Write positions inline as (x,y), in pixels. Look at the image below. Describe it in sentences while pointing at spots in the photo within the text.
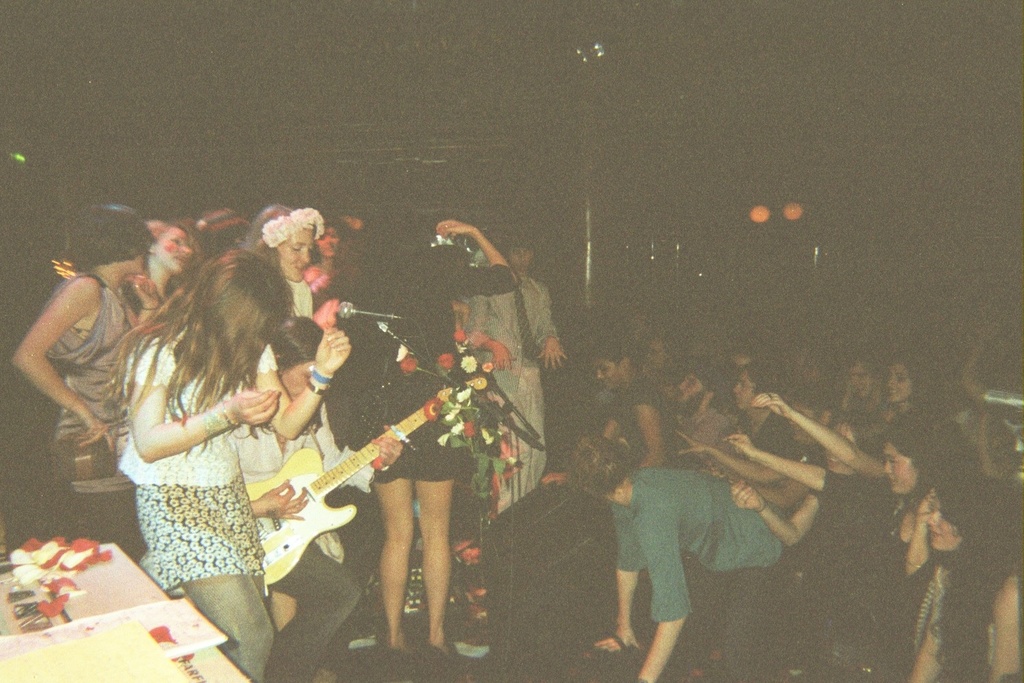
In this image we can see some group of people (480,306) standing on the stage (452,588) and performing something, there are some group of people (655,381) in front of the stage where they are cheering for the people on the stage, here this woman (264,509) is playing a guitar (275,478), on the left bottom of the image (146,633) we can see a table (89,632).
